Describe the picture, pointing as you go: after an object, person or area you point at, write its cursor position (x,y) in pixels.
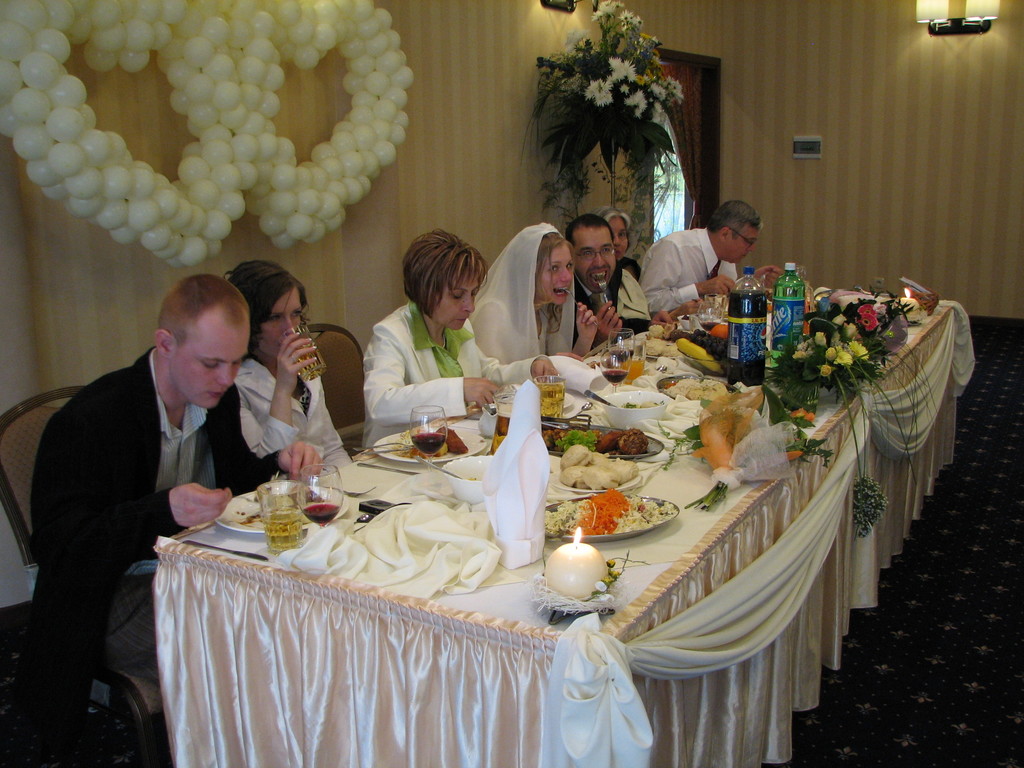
In the image few people (611,282) are sitting and dining. Behind them there is a wall (841,13) and there is a bouquet (565,124). In the middle of the image (384,478) there is a table (946,335) on the table (348,756) there are some bottles (733,327) and glasses (314,498) and plates (472,440) and there are some food items (677,350).
